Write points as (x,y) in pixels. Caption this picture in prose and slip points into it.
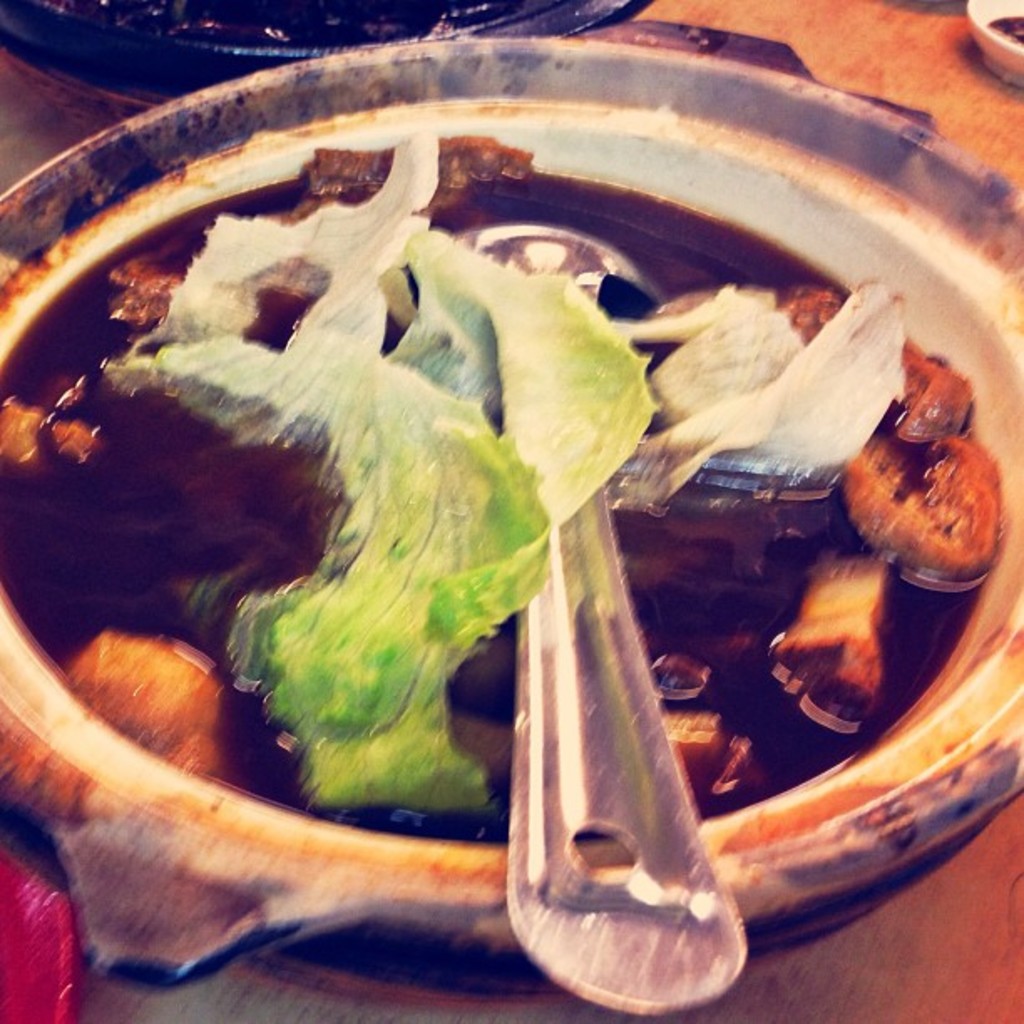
In this image I can see the food (121,348) which is in green and brown color in the bowl (834,820) and I can also see a spoon (574,951).
